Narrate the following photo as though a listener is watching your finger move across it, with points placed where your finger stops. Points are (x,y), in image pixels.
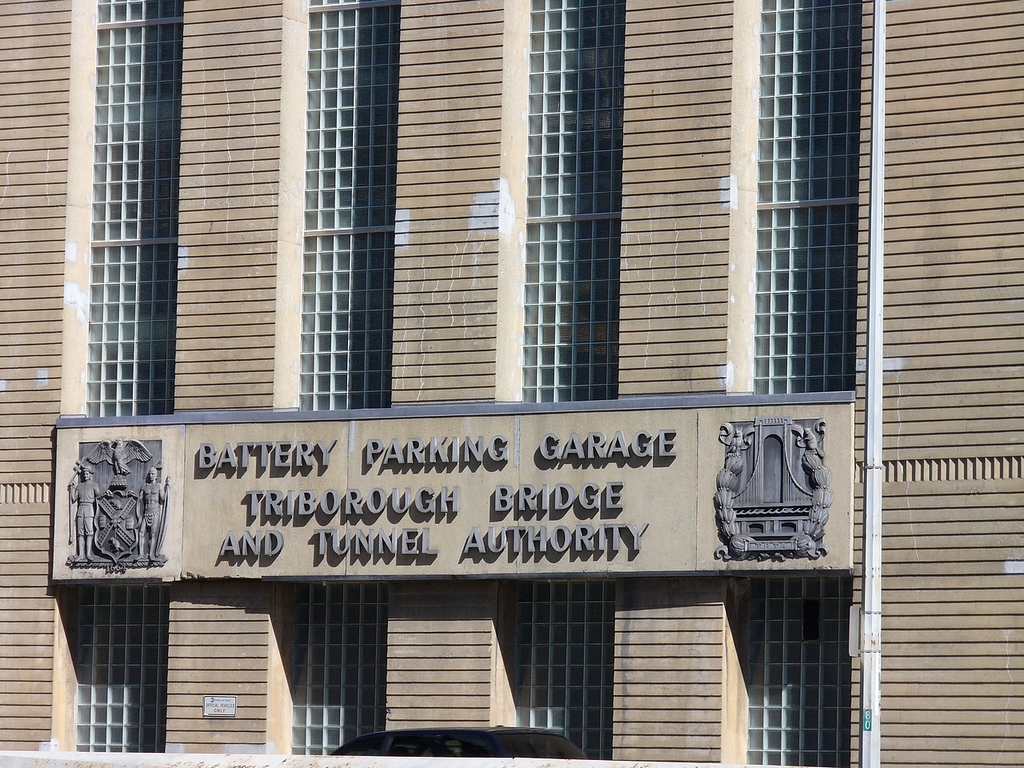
In this picture there is a building (610,500) in the center of the image (540,374), on which there is a name board (129,446) in the image.
